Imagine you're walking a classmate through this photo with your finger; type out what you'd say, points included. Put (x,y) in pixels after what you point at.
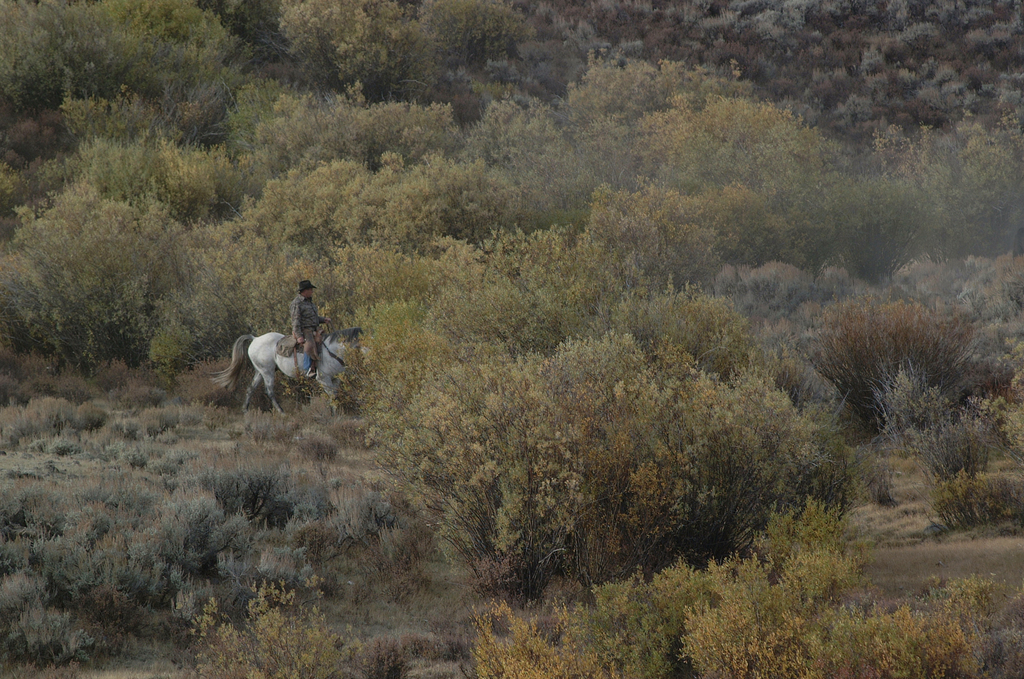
In this image I can see a person (308,322) wearing hat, shirt (297,309) and pant (303,348) is sitting on a horse (269,340) which is white and black in color. I can see the horse (321,367) is on the ground (329,409). I can see some grass (120,421), few plants (114,421) and few trees (557,145).
